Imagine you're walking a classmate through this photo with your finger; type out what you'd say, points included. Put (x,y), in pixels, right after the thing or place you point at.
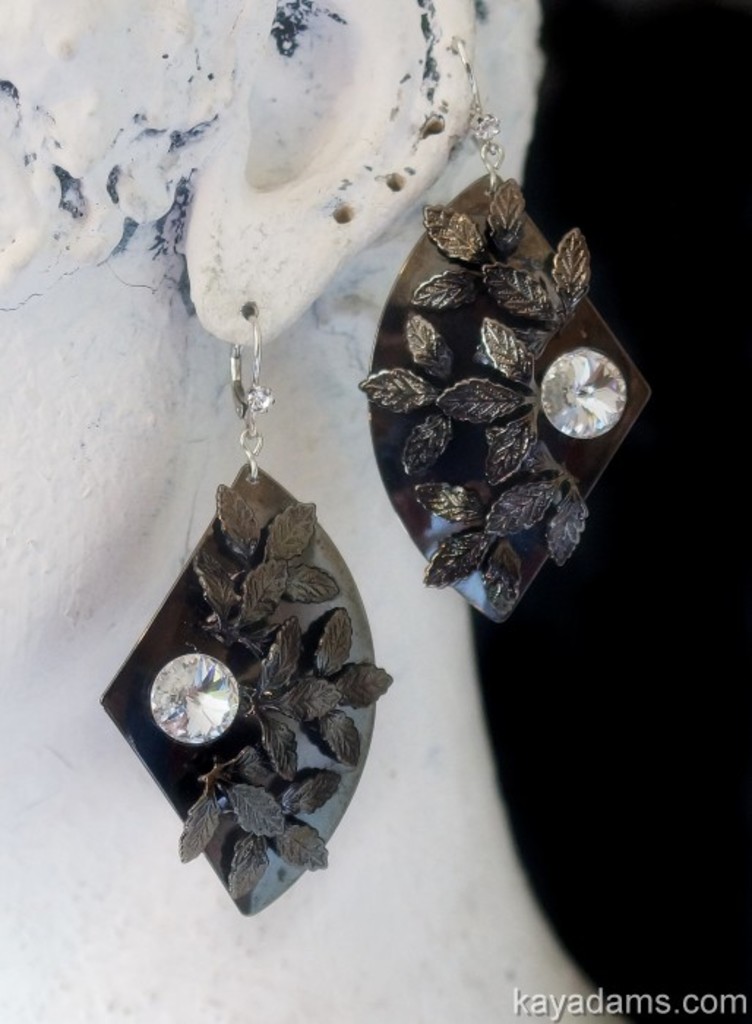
In this image I can see a statue (140,607) of a person (124,333). There are two earrings (497,289) hanging to the ear (330,240) of this statue (41,786). The background (682,781) is dark. In the bottom right-hand corner (601,1006) there is some text (642,1006).
